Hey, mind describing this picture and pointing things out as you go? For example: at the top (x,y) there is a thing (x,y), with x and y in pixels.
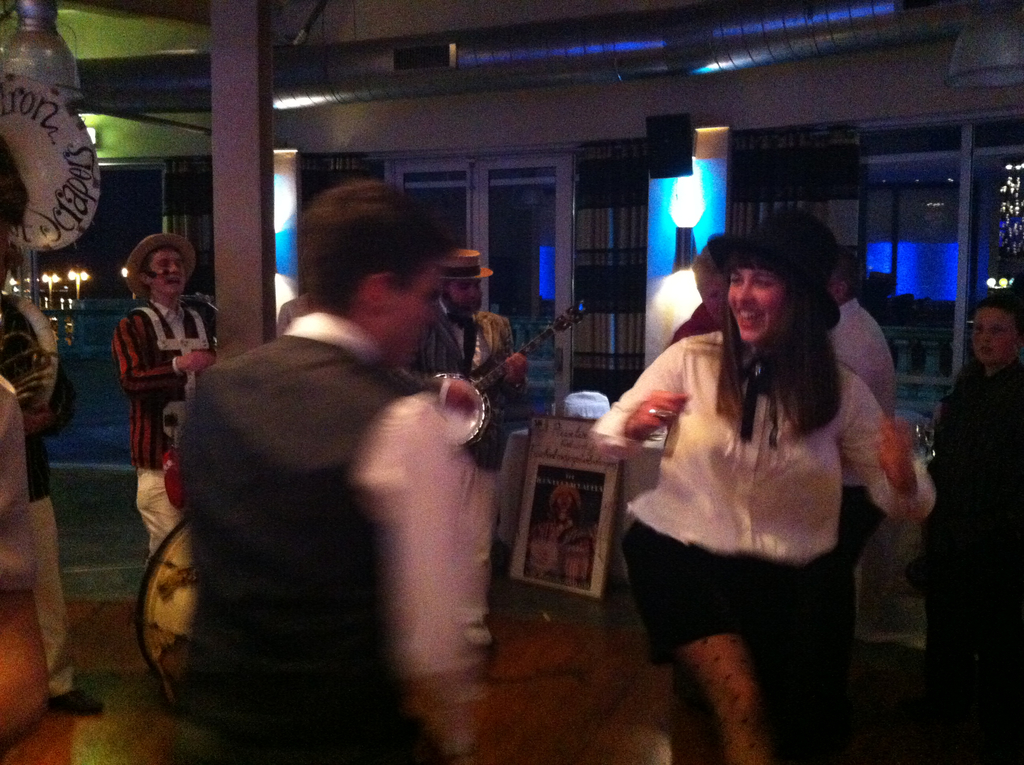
In this picture I can see couple of them dancing and few are standing and few are playing musical instruments (47,348) and I can see a speaker (673,149) on the wall (720,149) and a board (524,520) with some text (553,485).
